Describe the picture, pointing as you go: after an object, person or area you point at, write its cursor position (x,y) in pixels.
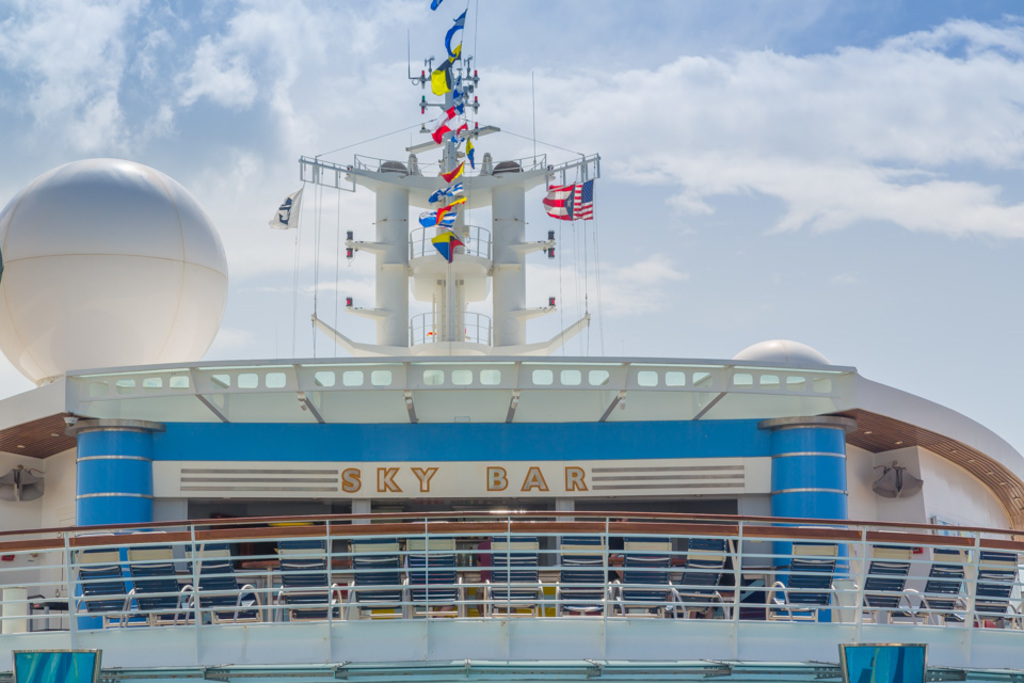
In this image, there is an outside view. In the foreground (428,618), there is a building (597,456) contains some flags (441,216). In the background (540,69), there is a sky (995,121).
